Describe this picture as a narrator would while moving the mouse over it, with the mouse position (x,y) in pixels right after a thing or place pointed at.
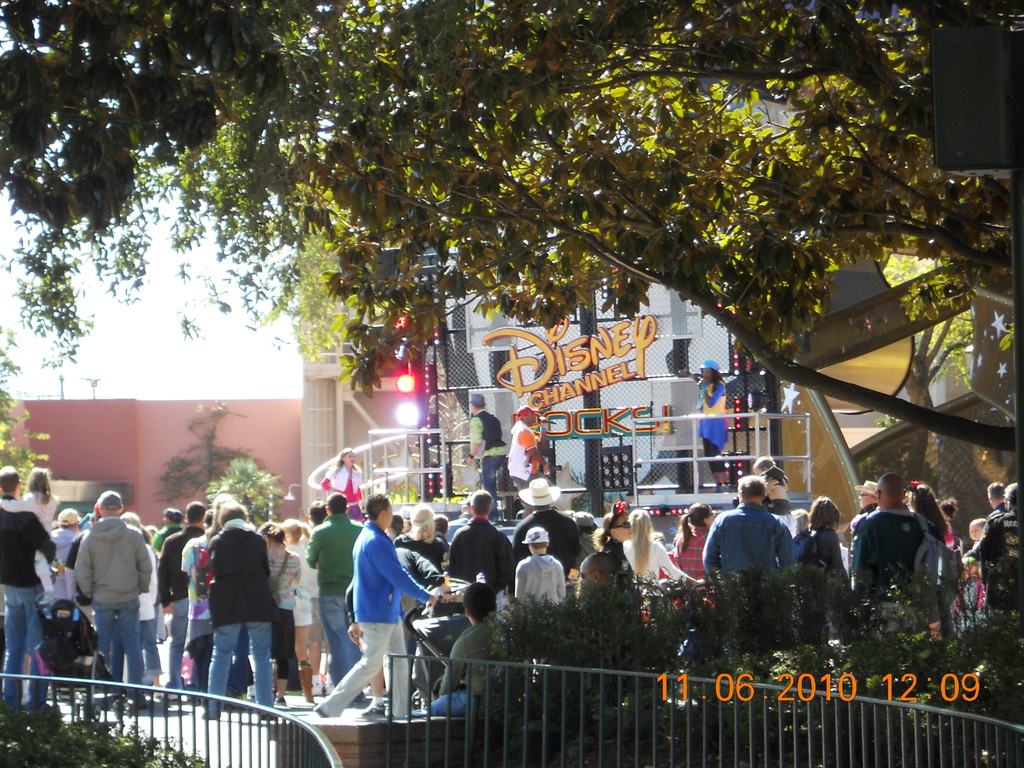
In this image, at the bottom (530,579) there are many people (572,556), some are standing, some are walking and there are railing (563,735), plants (589,717), text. In the middle (674,434) there is a stage (680,418) on that there are people (522,413), lights (630,465), speakers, net (608,362), text (567,387). At the top (487,162) there are trees (422,200), sky (156,316).
